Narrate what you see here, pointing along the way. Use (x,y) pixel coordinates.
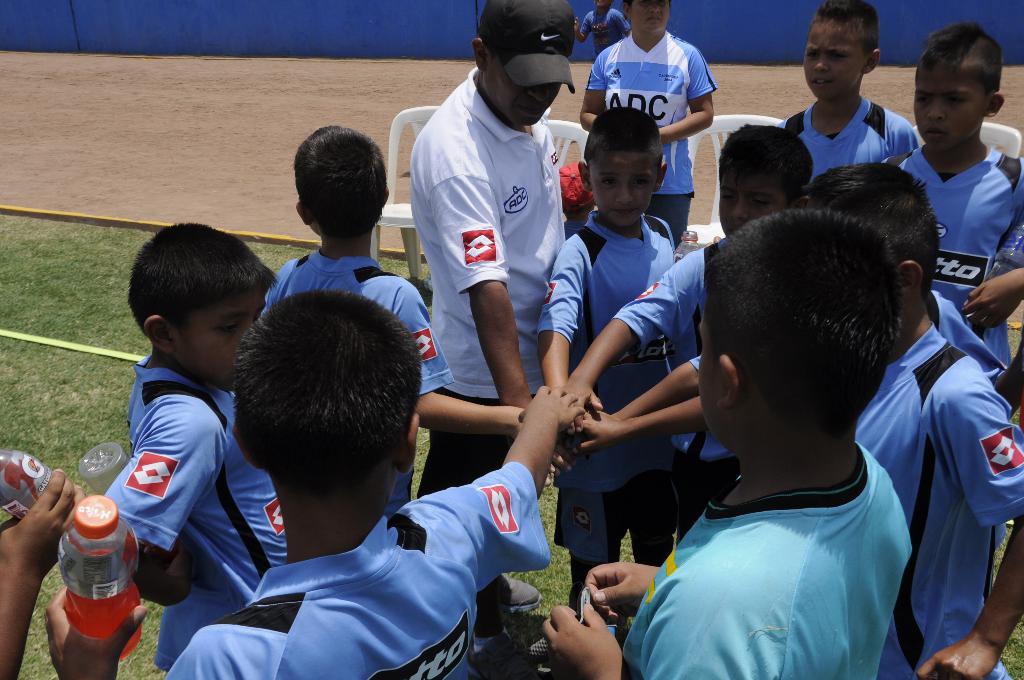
In this picture I can see people (474,402) standing on the grass (426,457). I can see sand (218,131). I can see sitting chairs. I can see water bottles (91,519).
